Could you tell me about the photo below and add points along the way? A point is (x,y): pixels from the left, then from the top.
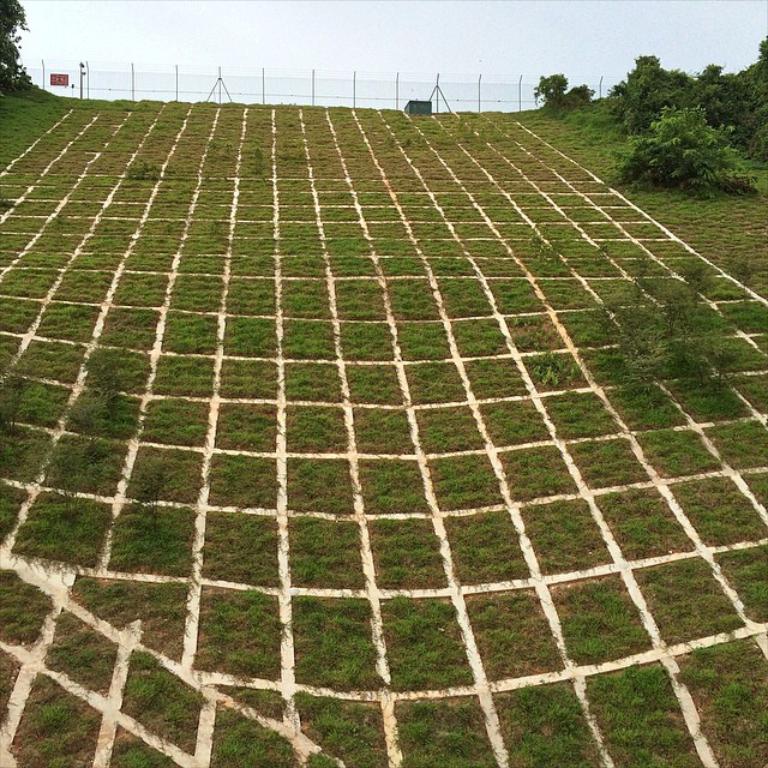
In this image, we can see grass (384,483) on the ground (389,328), there are some green plants (723,149) and trees (661,80), we can see the fence (295,81), at the top (317,50) there is a sky (301,14).
